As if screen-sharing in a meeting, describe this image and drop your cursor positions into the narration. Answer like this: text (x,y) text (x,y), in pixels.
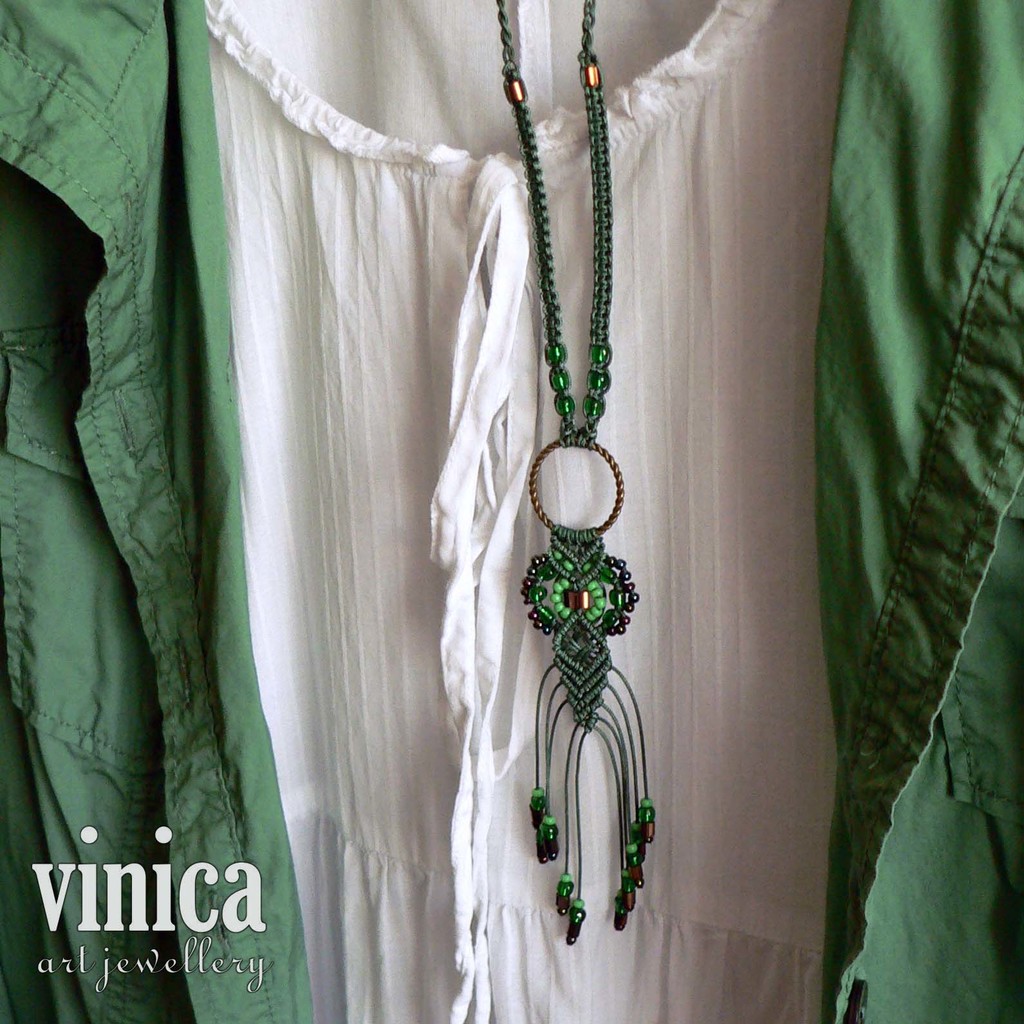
In the picture we can see a dress (801,912) which some part green and white in color with a green color necklace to it and near it we can see a name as Vinica art jewelry.
